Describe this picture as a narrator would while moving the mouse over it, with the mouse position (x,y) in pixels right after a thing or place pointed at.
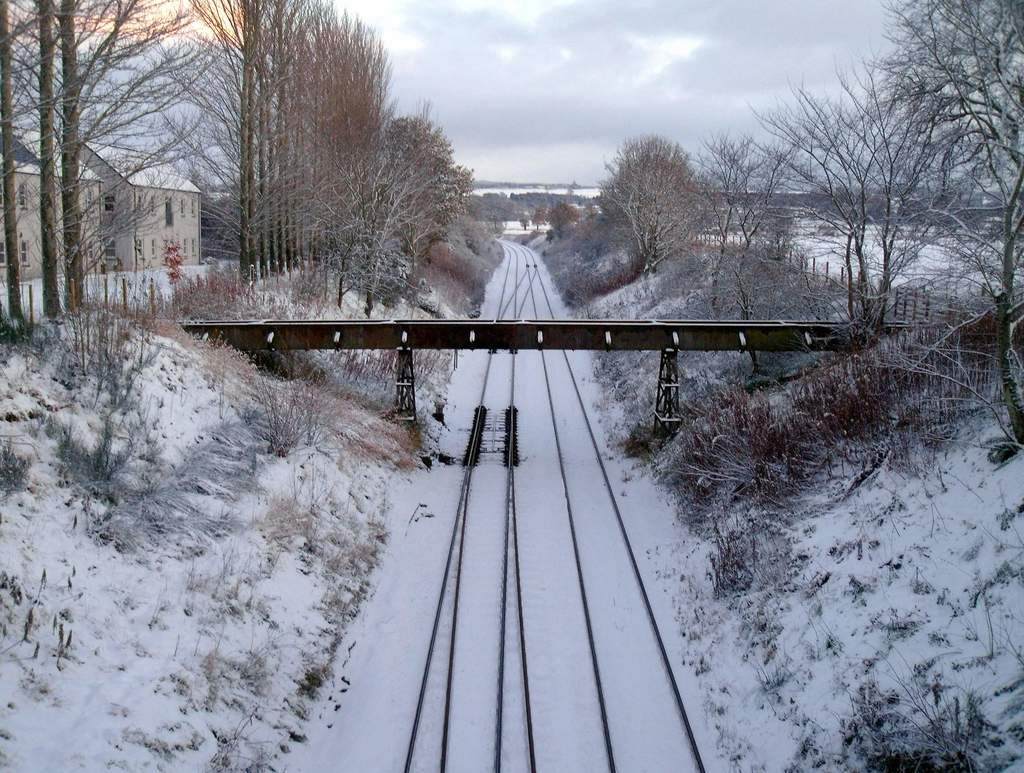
In this image, I can see a bridge (412,345) across the railway tracks (555,353). There are trees (295,202), plants (211,482) and the snow (978,415). On the left side of the image (163,204), I can see the buildings (135,205). In the background (520,128) there is the sky (683,86).
